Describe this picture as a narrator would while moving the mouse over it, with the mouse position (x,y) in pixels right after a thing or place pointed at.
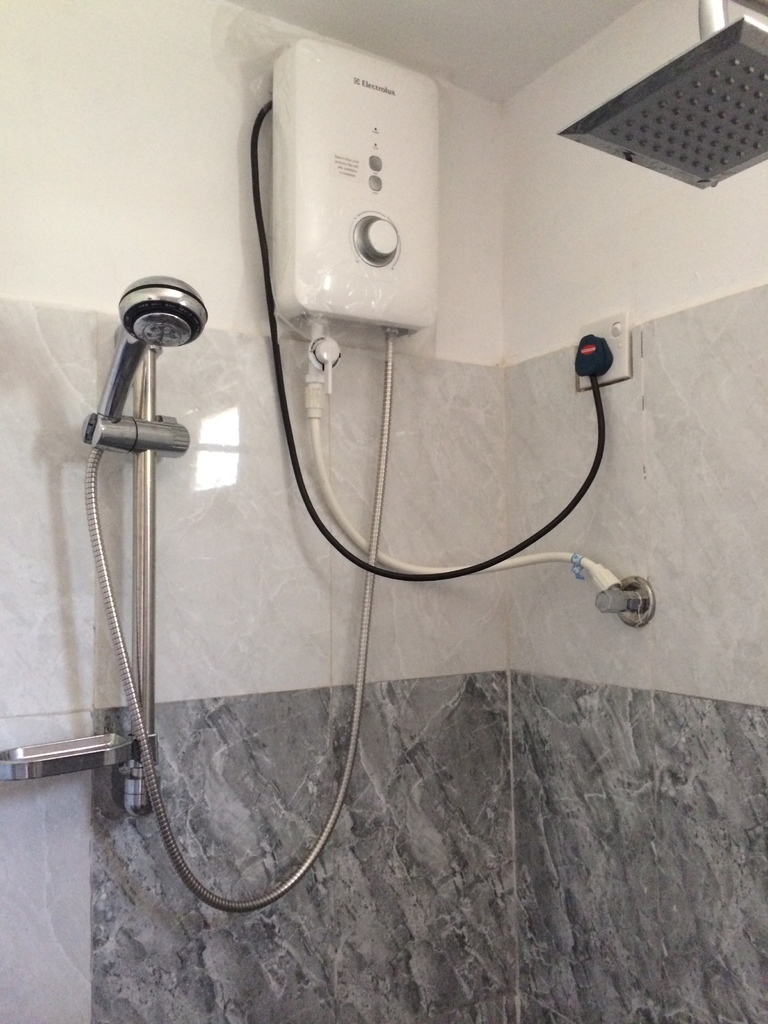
In this image I can see walls (529,672), pipe (318,355), cable (322,525), shower (767,99), water-heater (318,293), hand-shower (161,311), rod (145,367) and soap holder (54,747).
